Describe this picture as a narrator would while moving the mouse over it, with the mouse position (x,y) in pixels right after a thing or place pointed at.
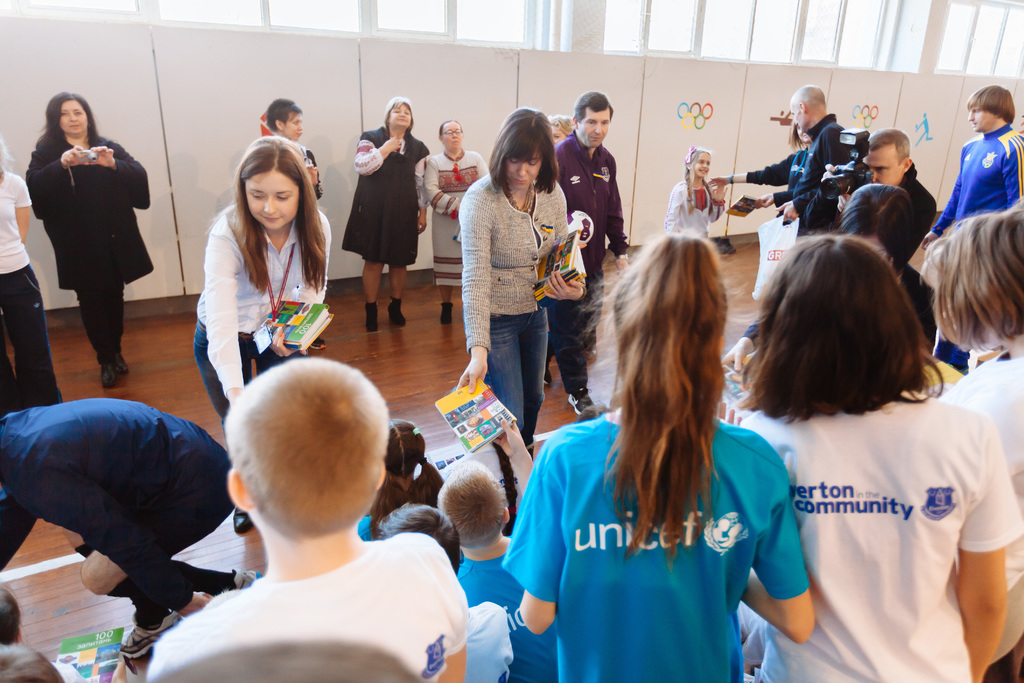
In this image there are people (379,226) standing and few (488,510) are sitting, in the background (287,72) there are posters (799,74) on that posters (861,124) there are symbols (921,134).
